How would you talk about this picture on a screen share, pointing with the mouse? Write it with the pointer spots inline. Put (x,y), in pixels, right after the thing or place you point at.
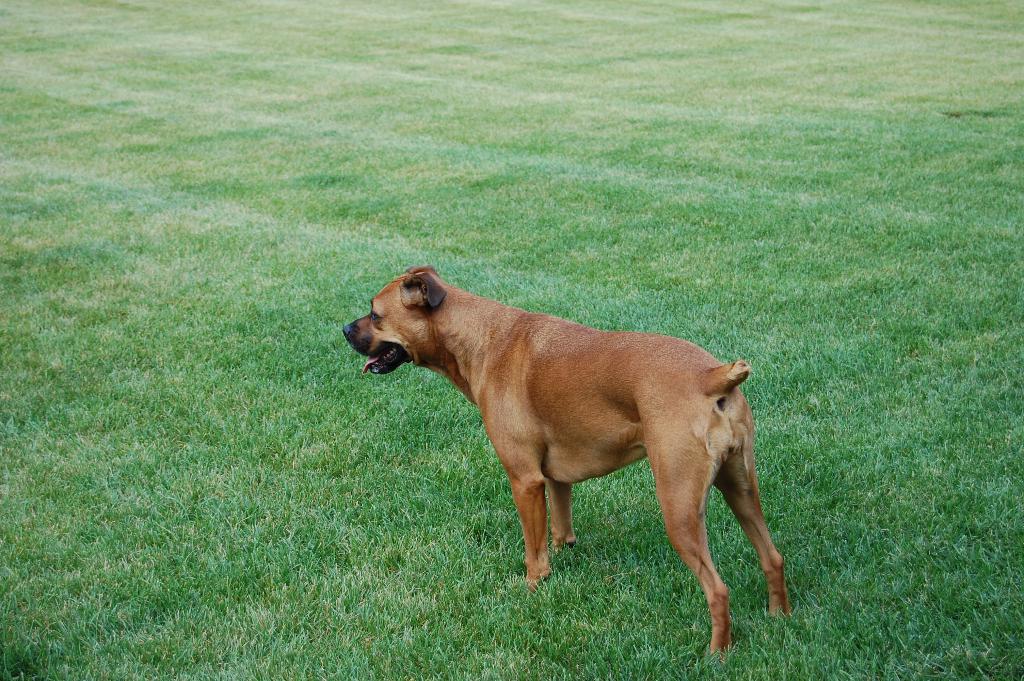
In this image I can see the dog (566,420) which is in brown and black color. It is on the grass (287,500).
